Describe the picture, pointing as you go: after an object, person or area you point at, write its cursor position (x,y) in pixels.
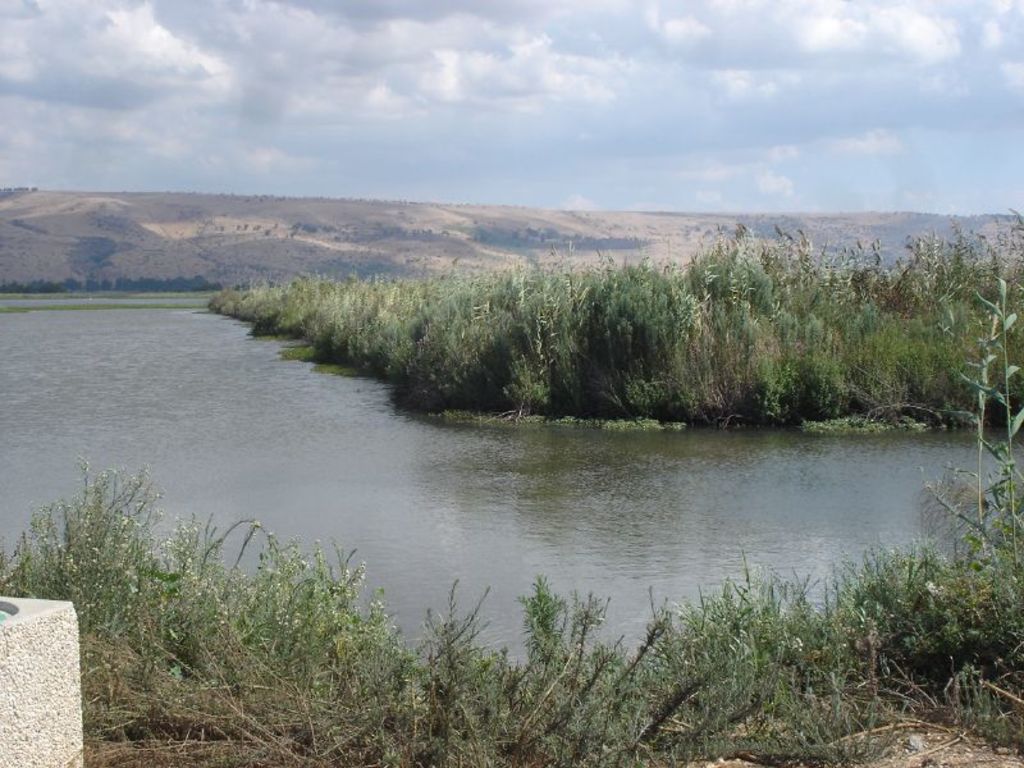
This picture might be taken from outside of the city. In this image, on the left side (41,684), we can see a stone (20,638). In the background (462,291), we can see some trees (657,319), plants (965,305), rocks (104,199). At the top (483,20), we can see a sky (532,27) which is cloudy, at the bottom (723,544), we can see a water (568,426) in a lake (462,571) and some plants (420,687) and grass (243,717) on the land (881,737).
